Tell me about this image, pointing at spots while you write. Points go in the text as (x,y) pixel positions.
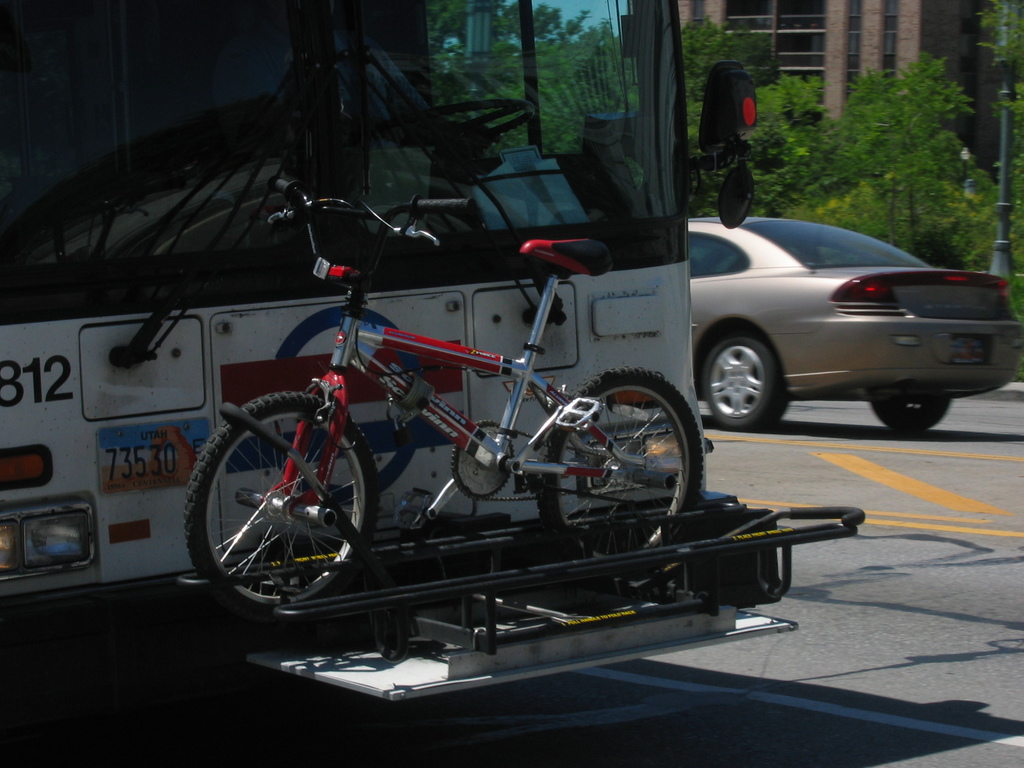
As we can see in the image there is a bus (191,320), bicycle (470,486), car (823,390), trees (903,240) and building (875,51).
